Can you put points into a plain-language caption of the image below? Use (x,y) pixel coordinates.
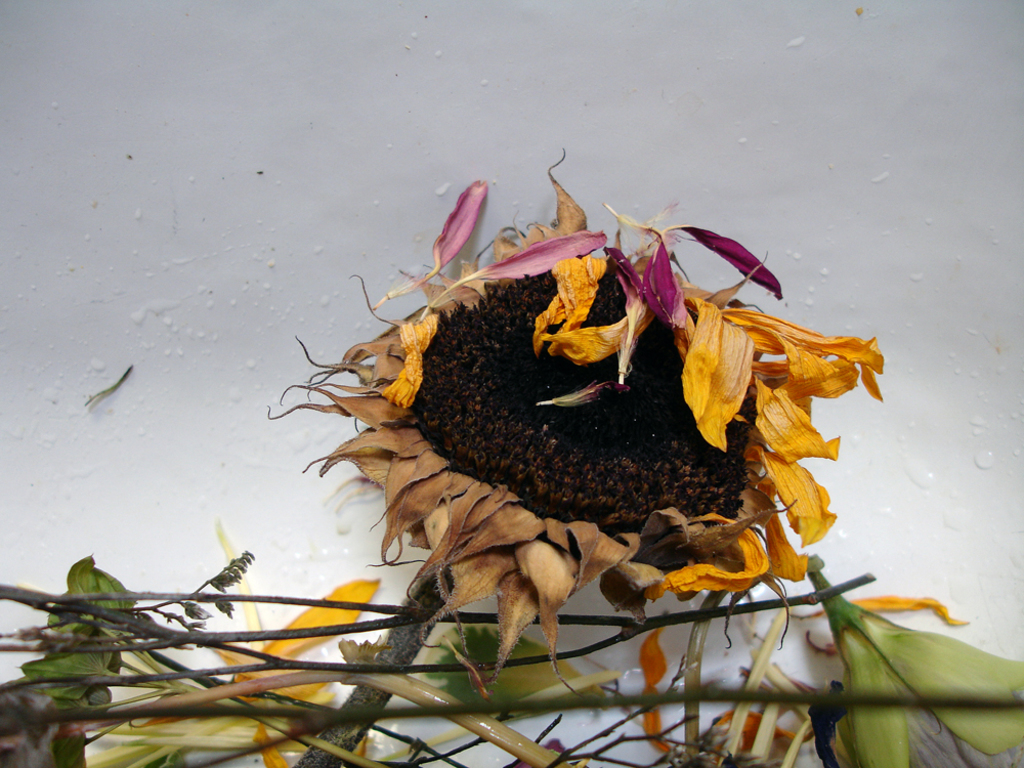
In this picture I can see a flower (609,431) in the middle (634,386), at the bottom (195,716) there are stems (462,670) of the plants (398,673).
